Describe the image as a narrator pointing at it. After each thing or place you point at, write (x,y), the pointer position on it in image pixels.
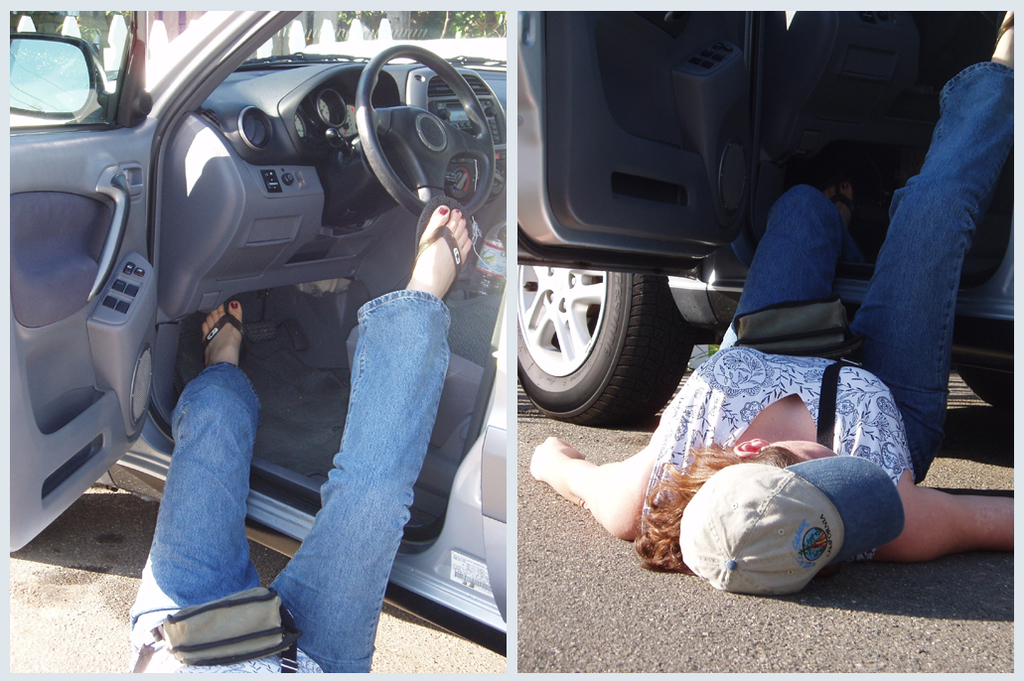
There is a collage image of two different pictures. In these two pictures, we can see a person (769,506) falling from the car (295,370).
